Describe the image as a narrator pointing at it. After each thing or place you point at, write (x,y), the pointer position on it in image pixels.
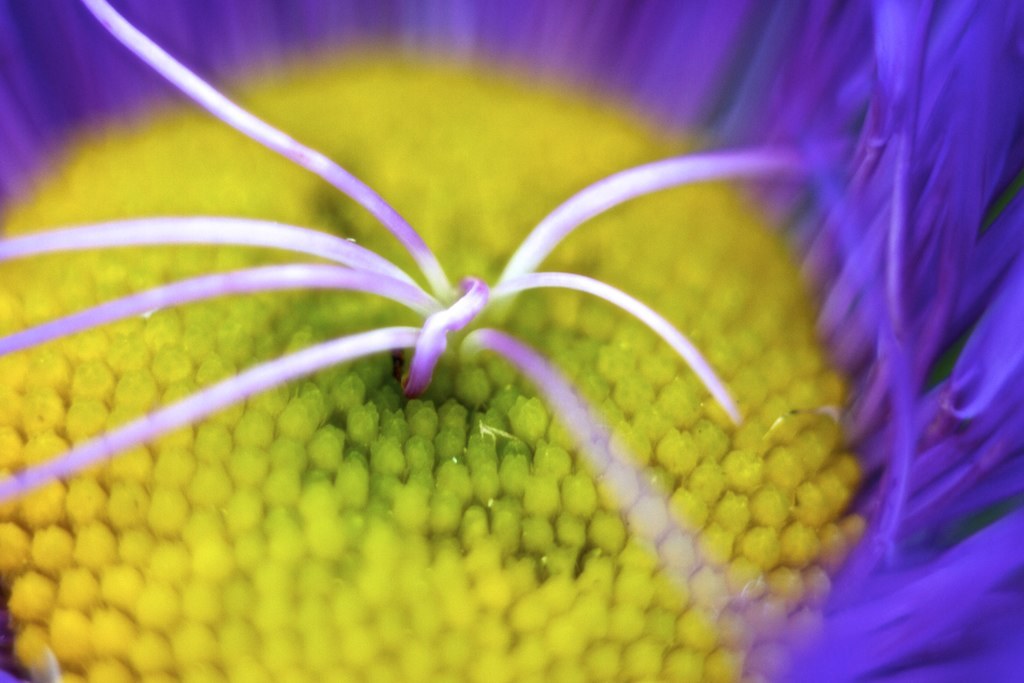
In this picture we can see a flower (135,404) with violet color petals (817,150).
